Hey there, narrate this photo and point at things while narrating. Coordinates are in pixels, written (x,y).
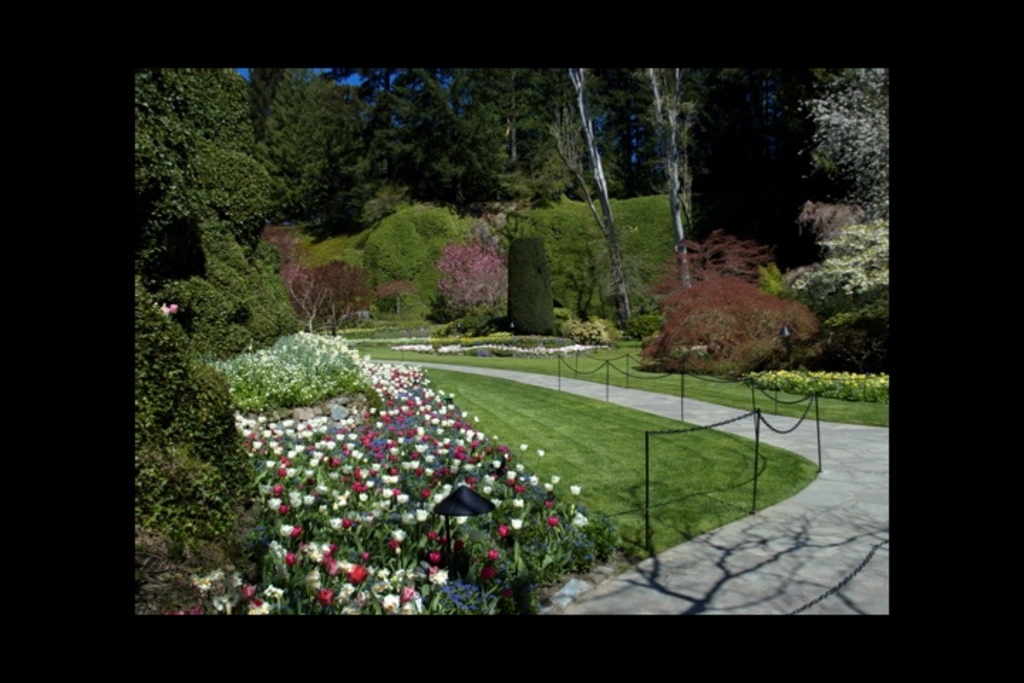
In this image there are few plants (331,393) having flowers (428,455). Few plants (376,279) and trees (611,223) are on the grassland (606,495). Right side (879,478) there is a path (853,468). Both sides of the path (775,420) there is a fence (709,429) on the grass land (650,461).
